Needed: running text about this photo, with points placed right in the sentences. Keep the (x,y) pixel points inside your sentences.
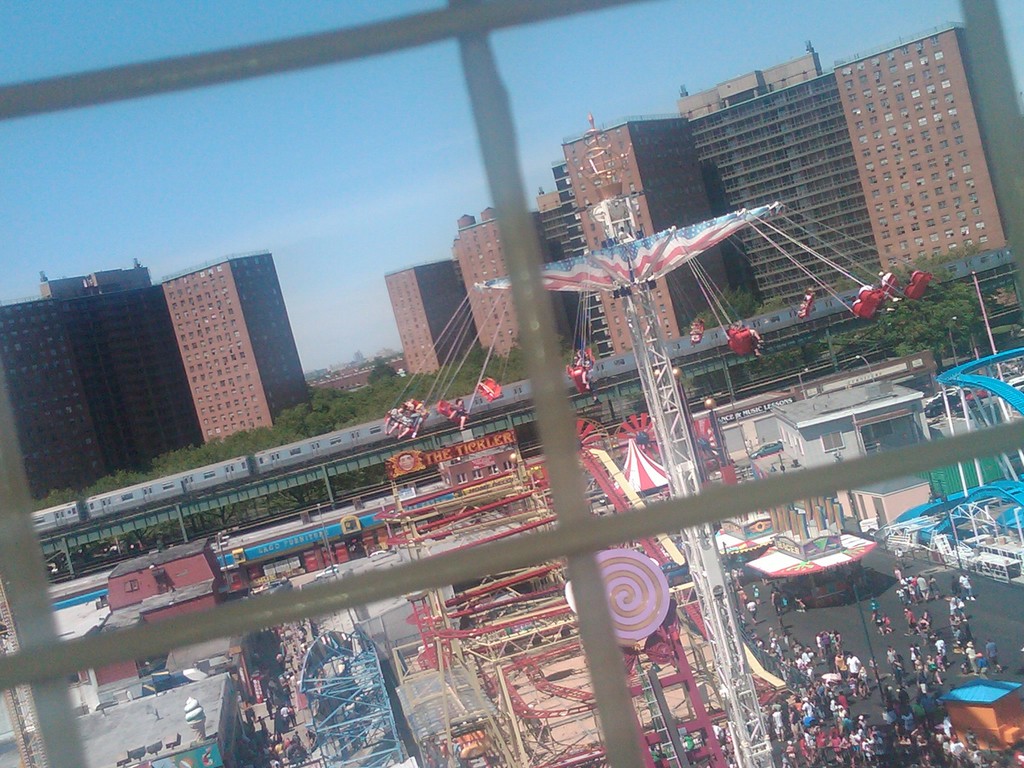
In the foreground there is a metal grid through which we can see the outside view. In the background (501,381) there are many buildings (721,286), trees (391,403) and people (798,713) on the road (862,607). Here I can see a train (322,453) and also I can see few games (641,266). At the top of the image (245,154) I can see the sky (188,137) in blue color.
